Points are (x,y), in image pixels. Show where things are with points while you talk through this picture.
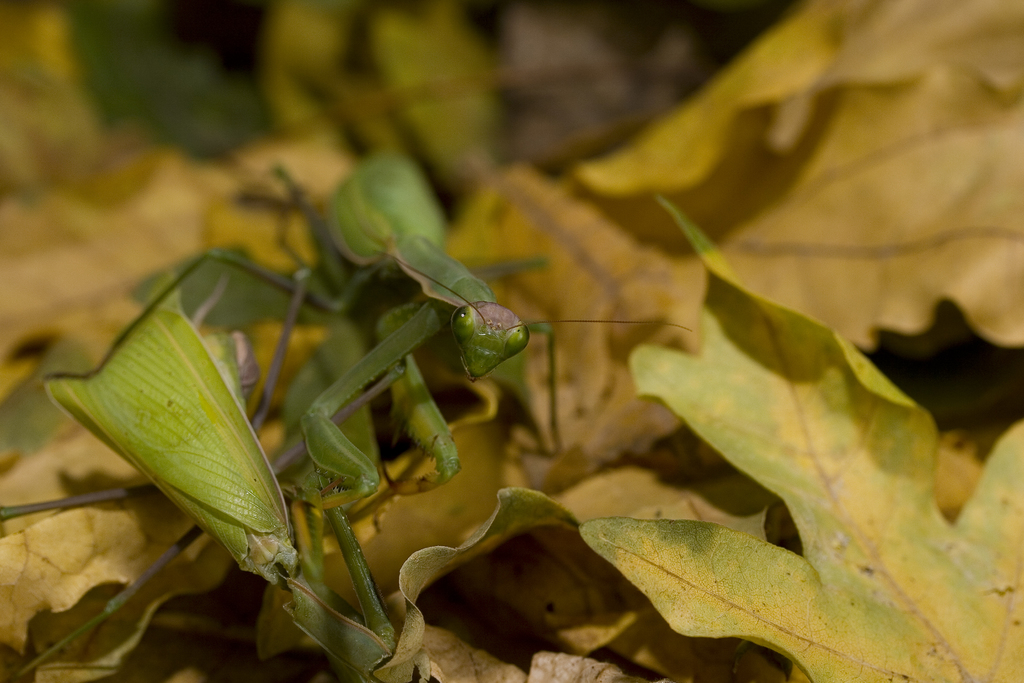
In the center of the image (422,280) we can see praying mantis (453,306) on the leaves (102,525).
